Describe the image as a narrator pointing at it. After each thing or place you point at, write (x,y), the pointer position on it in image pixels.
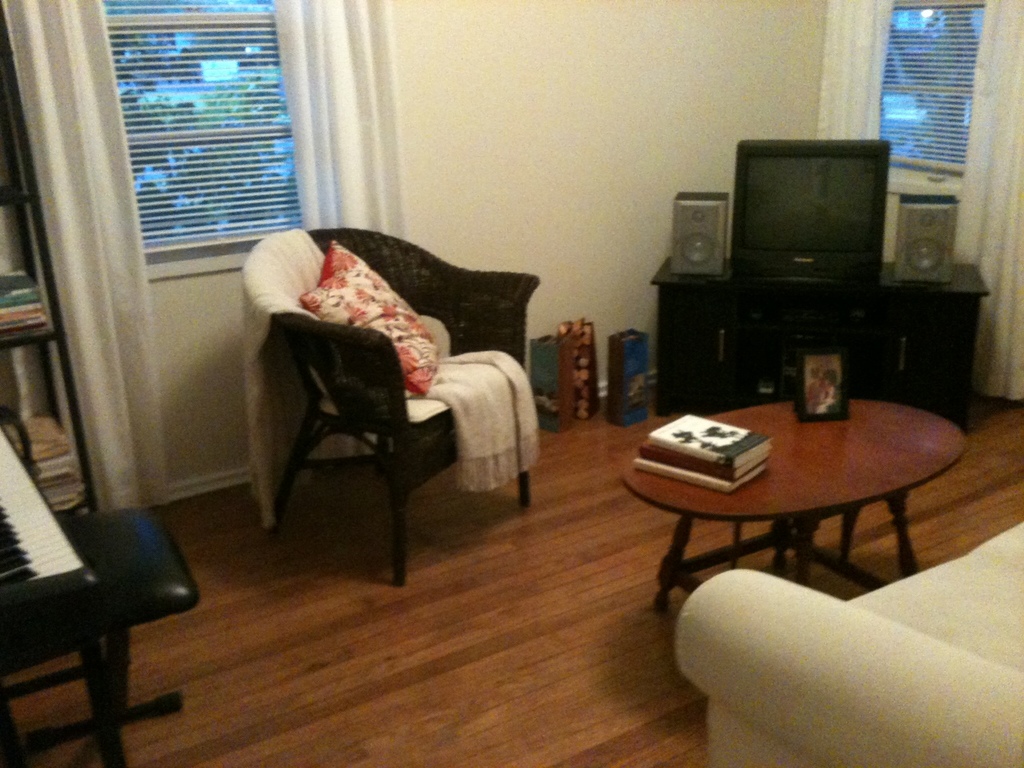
This is a room (458,410). In this room (471,302), there is a chair (471,302) and on this chair (403,397) there is a pillow (345,292) and cloth (282,276) is kept. And in the corner there is a table (723,286) and on the table (699,293) there is a speakers (935,225). And also in the middle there is a table (758,499) some books (747,435) and photo frame (826,392) is kept. And also a sofa (874,681) is there on the other corner. In the left (29,525) end there is a piano (44,565) and chair (129,565) is kept over there. On the cupboard (44,360) there are some books (40,418) kept. And on the wall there is a curtain (127,189) and also there is a window (205,87) over there.
